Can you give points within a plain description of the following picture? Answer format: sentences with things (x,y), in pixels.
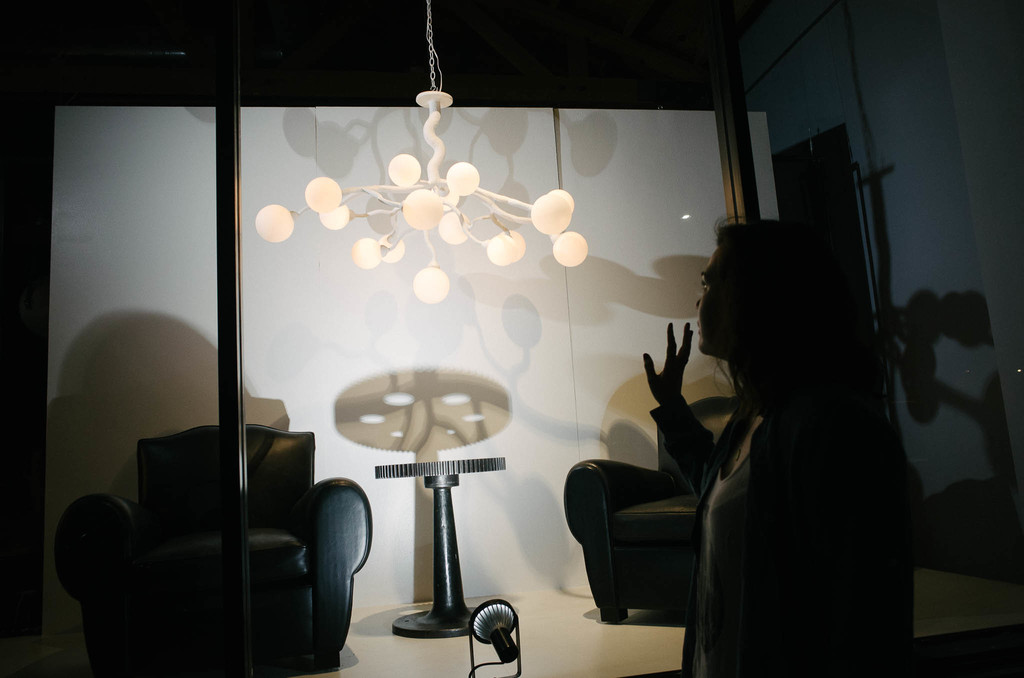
In the image there is a woman (751,269) standing in front of wall (139,321) and there is a sofa (318,572), table (451,583), light (476,638) in front of wall (353,442) on the floor (382,677), there is a chandelier (431,226) hanging from the ceiling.
